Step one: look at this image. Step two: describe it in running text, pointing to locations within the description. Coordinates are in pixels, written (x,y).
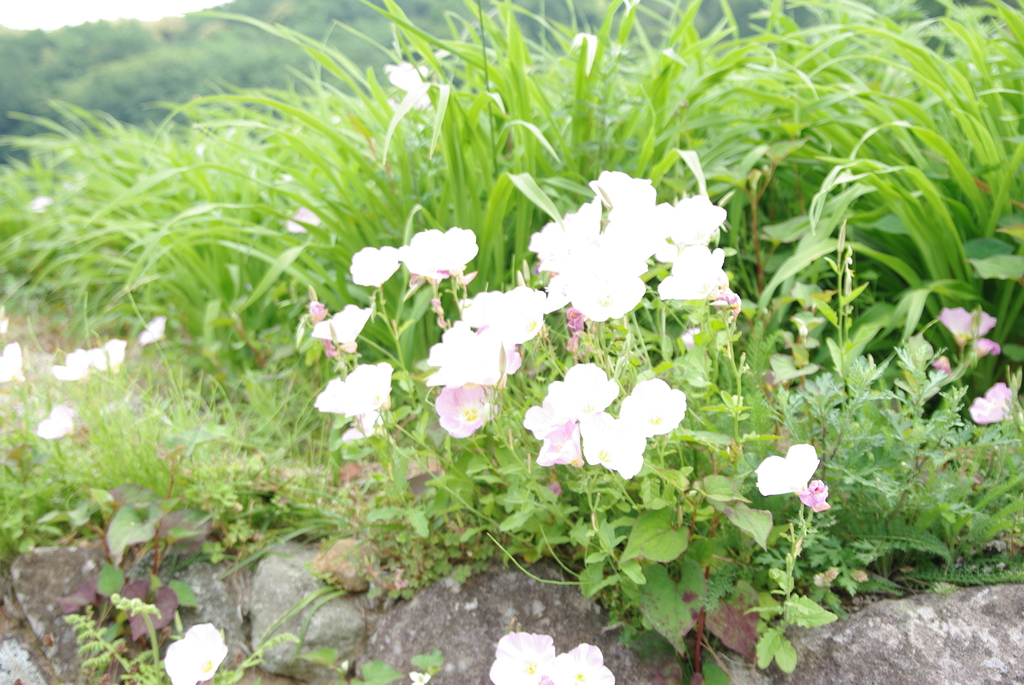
In the center of the image (450,266) we can see the grass (717,89), plants (739,469) with flowers (477,363) and stones (800,680). In the background (168,19), we can see it is blurred.
